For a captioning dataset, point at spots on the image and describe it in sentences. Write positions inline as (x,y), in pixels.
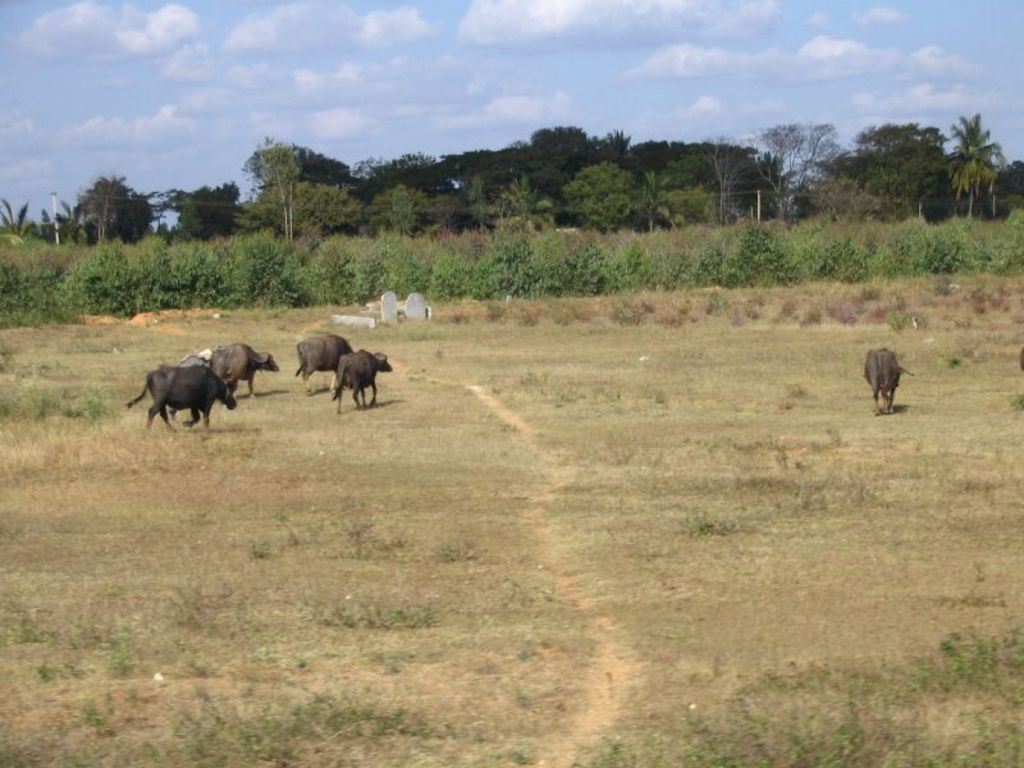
In this picture we can see few buffaloes (221,371), in the background (582,225) we can find few rocks (340,315), trees (584,205), poles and clouds (433,86).
